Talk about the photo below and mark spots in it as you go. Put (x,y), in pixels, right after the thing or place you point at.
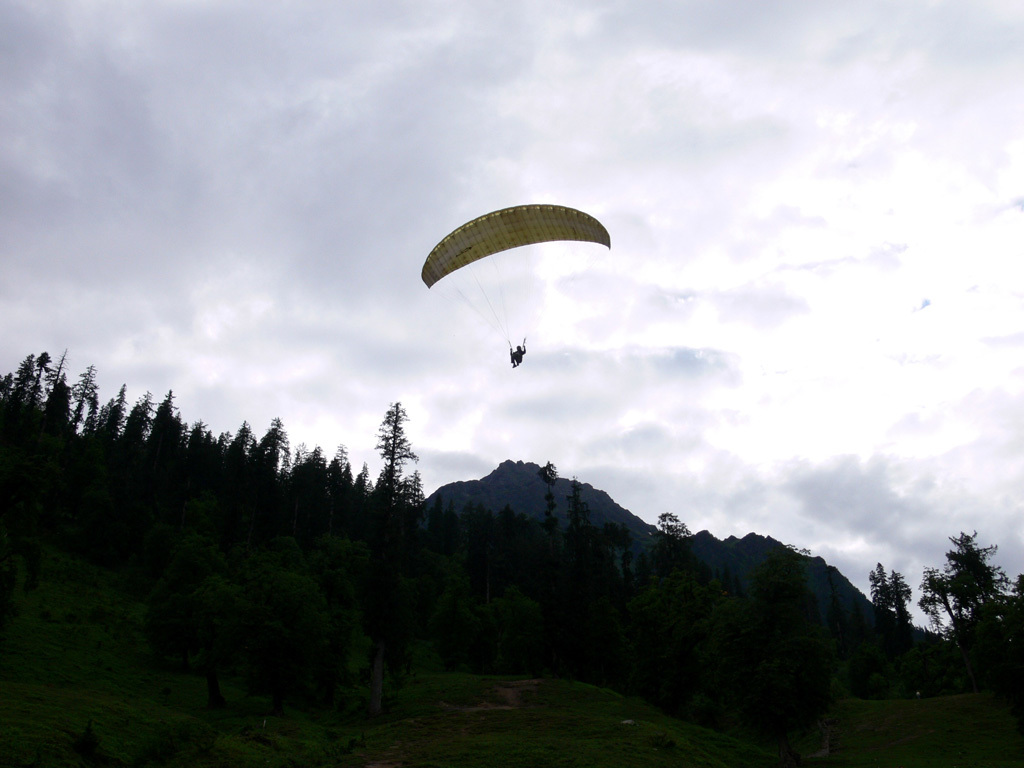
This picture is clicked outside. In the center (521,353) we can see a person (523,352) paragliding in the sky (511,314). In the foreground (505,697) we can see the green grass (296,717), plants (102,547) and trees (764,567). In the background (936,524) we can see the sky (620,98) which is full of clouds (880,289) and we can see the objects (607,505) seems to be the hills (589,500).
